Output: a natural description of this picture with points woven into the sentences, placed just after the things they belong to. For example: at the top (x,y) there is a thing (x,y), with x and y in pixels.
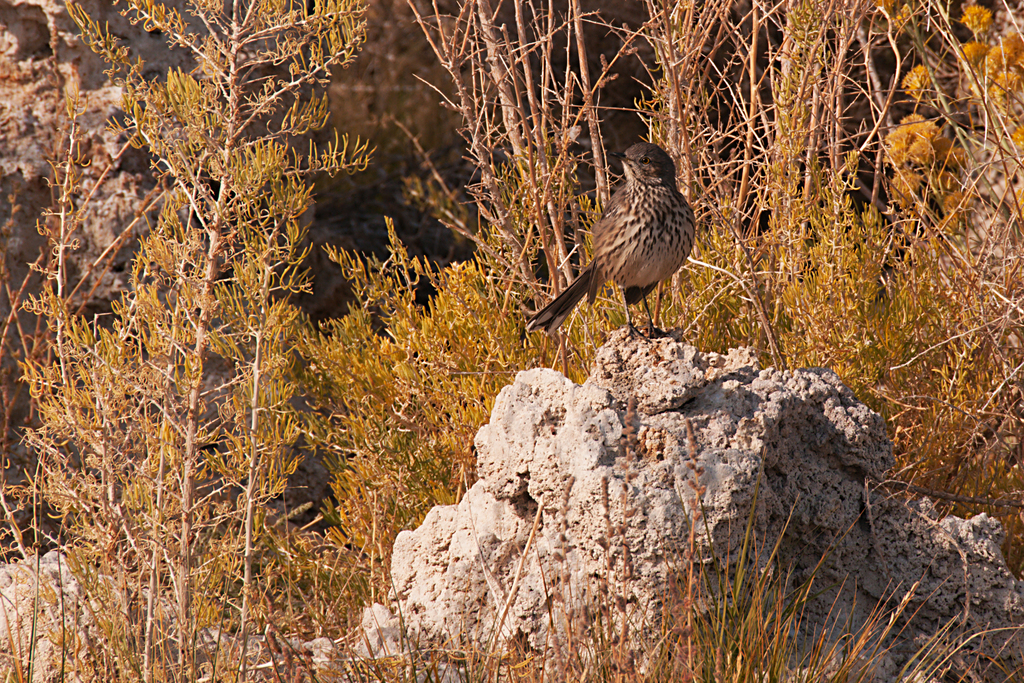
In this image I can see a bird (665,243) which is brown and cream in color is on the rock (626,367). I can see few plants (759,292) and the blurry background (352,233).
